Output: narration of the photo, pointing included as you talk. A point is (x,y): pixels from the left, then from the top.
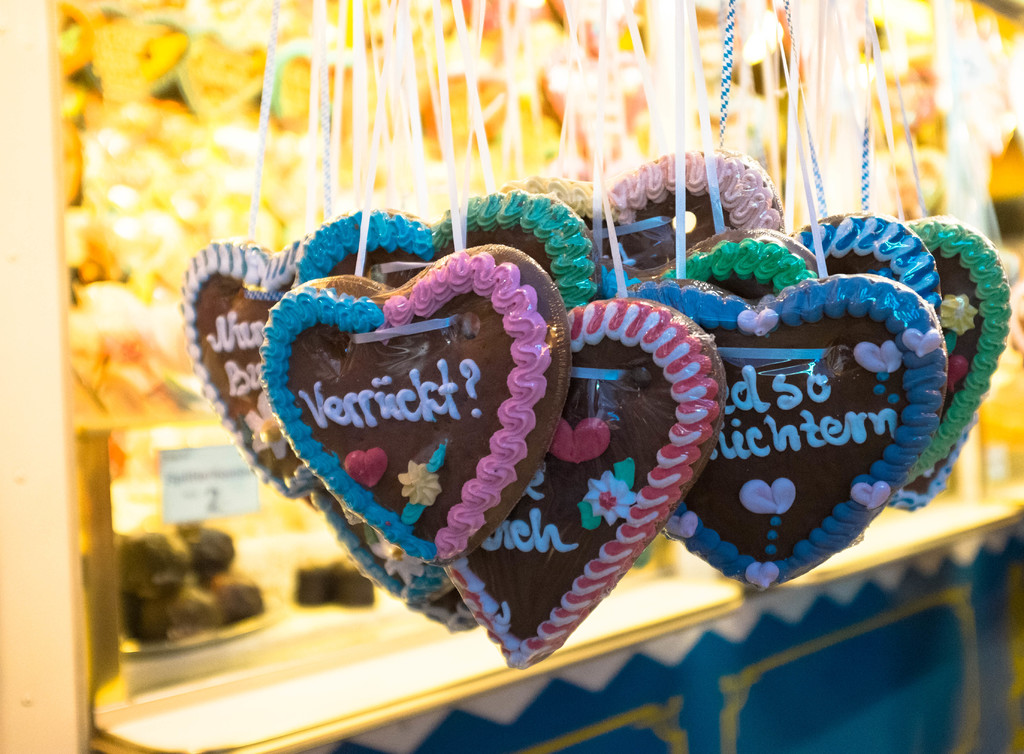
In the picture I can see objects (552,375) hanging to an object (443,48). On these objects (523,537) I can see something written on them. The background of the image (155,452) is blurred.
